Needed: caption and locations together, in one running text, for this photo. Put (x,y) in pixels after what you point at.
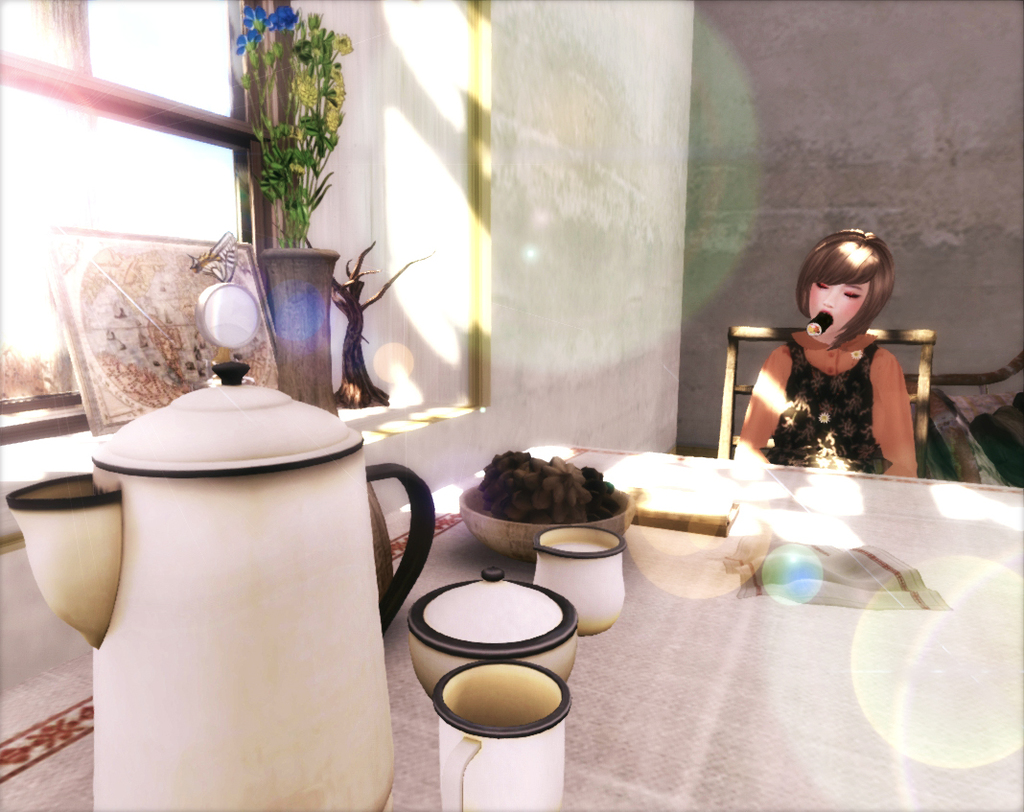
This is completely an animated picture. Here we can see a women (884,394) sitting on a chair (920,390) in front of a table (754,718) and on the table (445,492) we can see mug (501,744), bowl (521,616), fruits (563,501) in a bowl (624,501), jar (319,516). Near to the window (21,137) we can see flower vase (296,289), frame (180,326).
